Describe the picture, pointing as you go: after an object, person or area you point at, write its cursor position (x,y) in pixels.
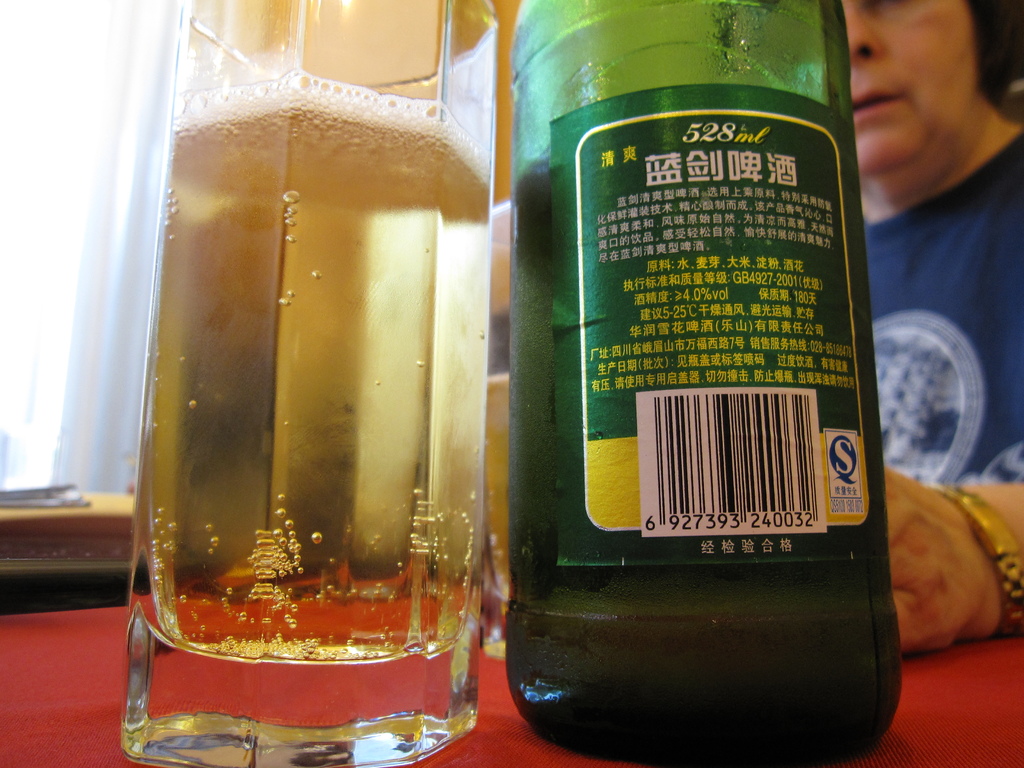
Here we can see a glass (350,113) and beer bottle (571,145) on the table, and at the back (970,246) here a woman (944,211) is sitting.
